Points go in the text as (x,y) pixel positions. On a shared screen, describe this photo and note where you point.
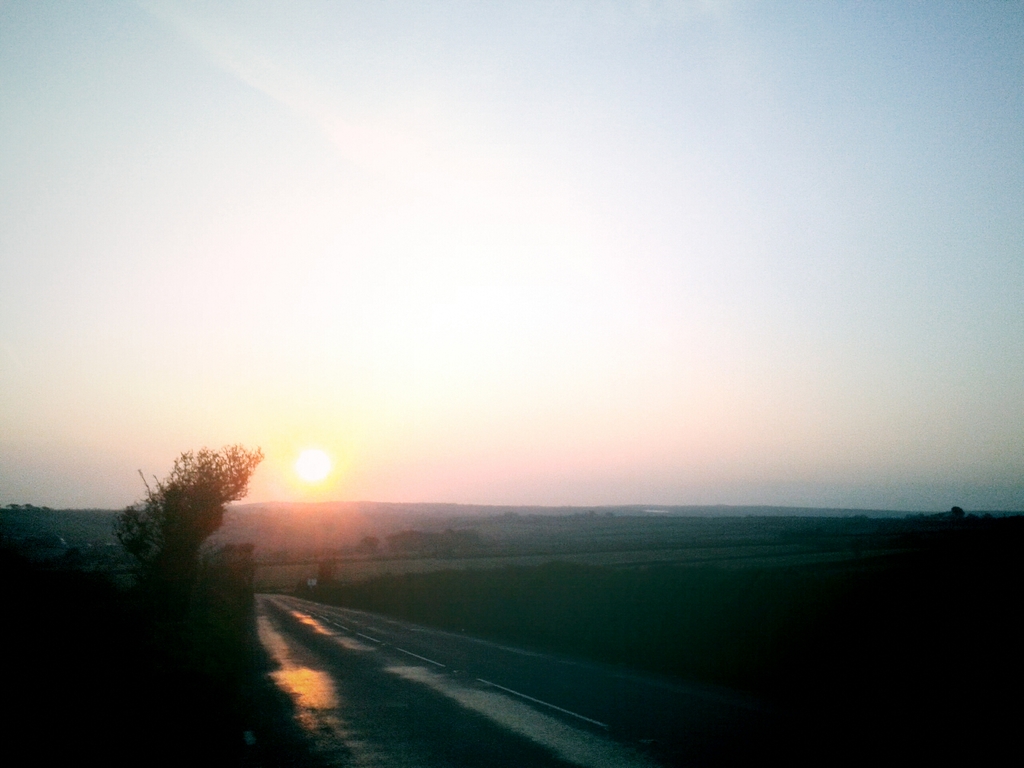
In the picture we can see a road (384,722), beside the road (366,685) we can see grass surface (655,537) and plants (238,582) and in the background (299,546), we can see trees (190,475) and hills (443,521) and behind it we can see a sky (419,417) with sun (327,468).
